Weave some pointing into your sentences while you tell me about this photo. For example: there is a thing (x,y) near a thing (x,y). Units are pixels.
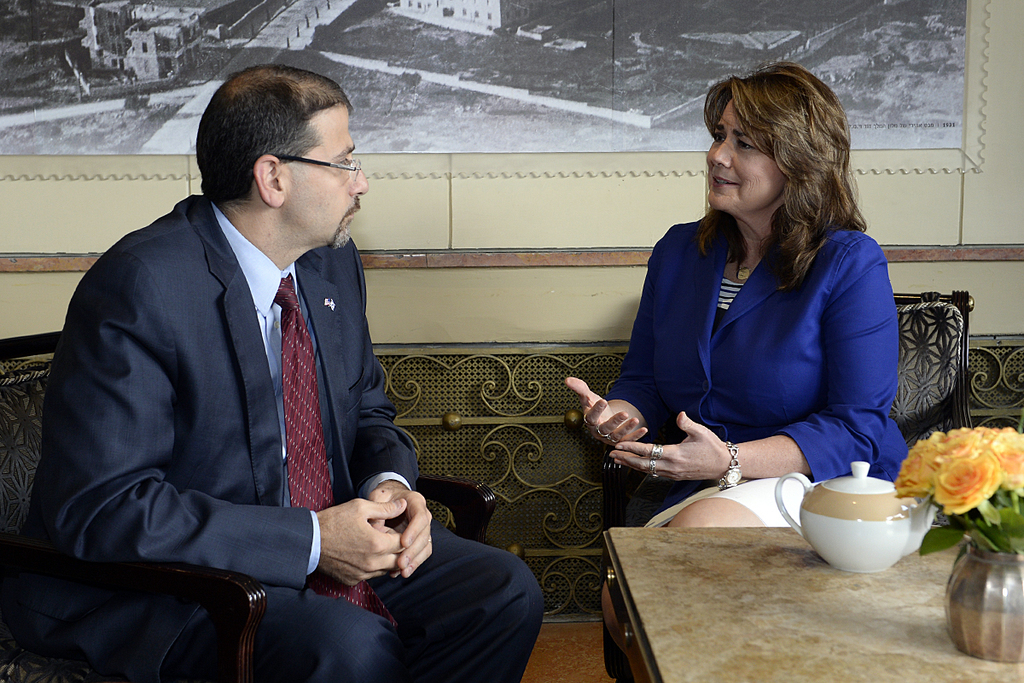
On the left side of an image (317,278) we can see a man (135,412) wearing blue blazer (142,393) is sitting on the chair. On the right side of the image (696,461) we can see a woman (751,313) wearing blue dress (735,422) is also sitting on the chair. There is a table (800,601) upon which a kettle (861,504) and flower vase (1001,600) is placed on it. In the background of the image (609,42) we can see a photo frame (507,79) attached to a wall (563,161).
